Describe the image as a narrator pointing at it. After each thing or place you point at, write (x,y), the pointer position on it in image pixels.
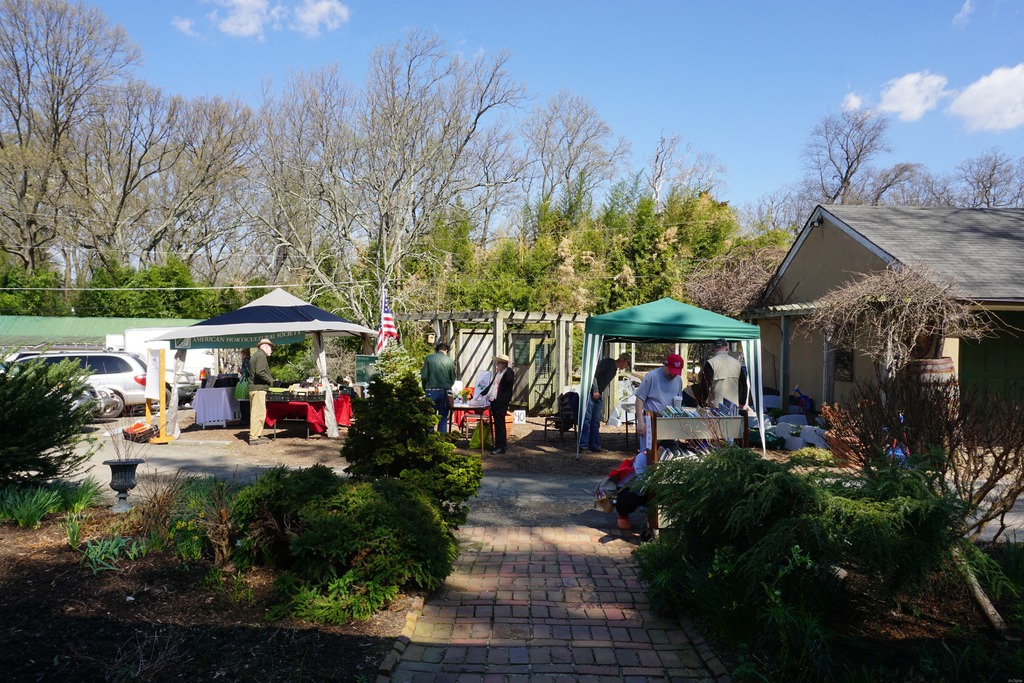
In this picture we can see some people (744,397) standing on the ground (481,515), tents (664,307), vehicles (188,366), trees (1,222), house (1021,236), flag (382,318) and in the background (628,39) we can see the sky (606,118) with clouds (928,80).
